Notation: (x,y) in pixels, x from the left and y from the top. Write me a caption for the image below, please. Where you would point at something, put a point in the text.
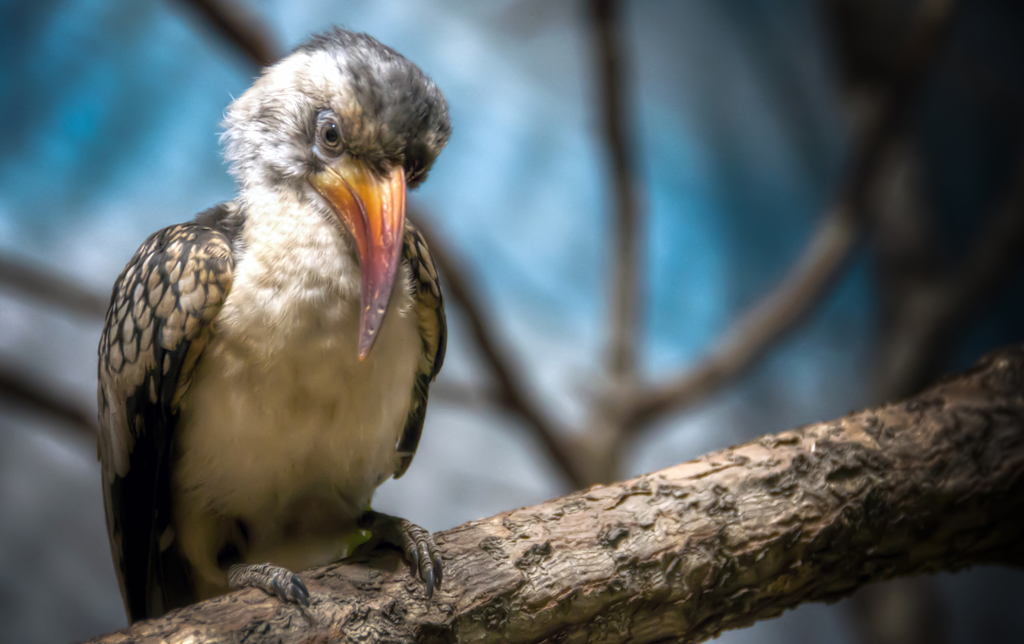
In this picture we can see a bird (121,452) on a branch (758,553). Background (844,234) portion of the picture is blur and we can see twigs (626,371).
